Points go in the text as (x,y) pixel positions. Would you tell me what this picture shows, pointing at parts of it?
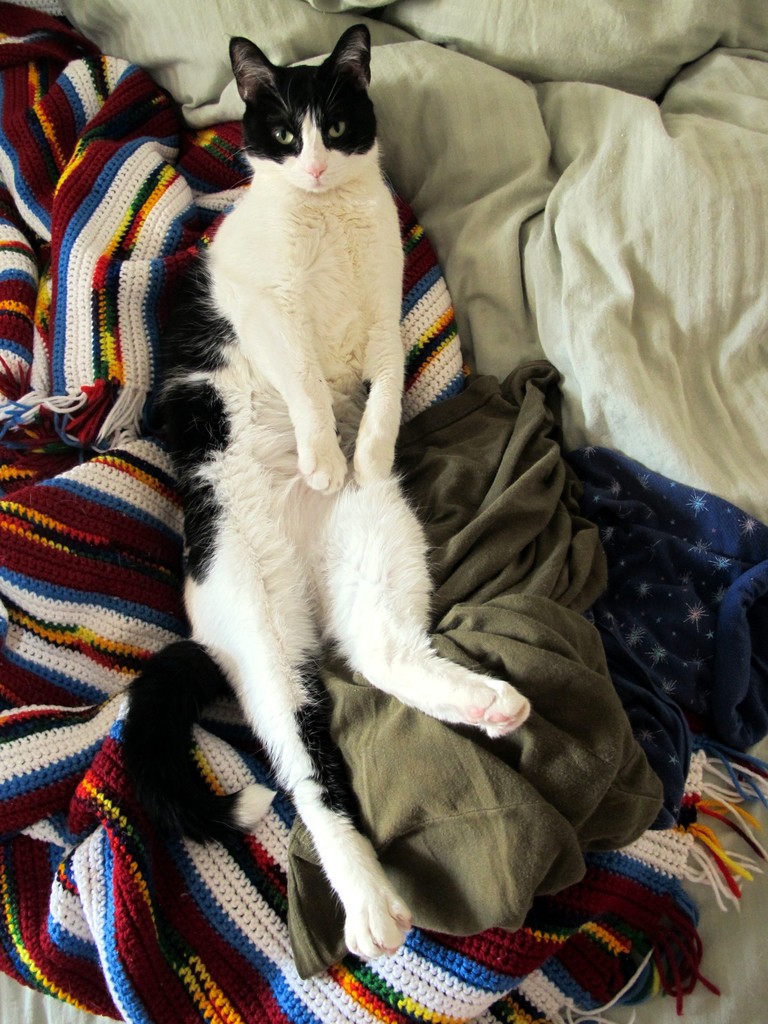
In this image I can see many clothes (501,315) and there is a cat (250,364) laying on the clothes (451,265) and looking at the picture.
